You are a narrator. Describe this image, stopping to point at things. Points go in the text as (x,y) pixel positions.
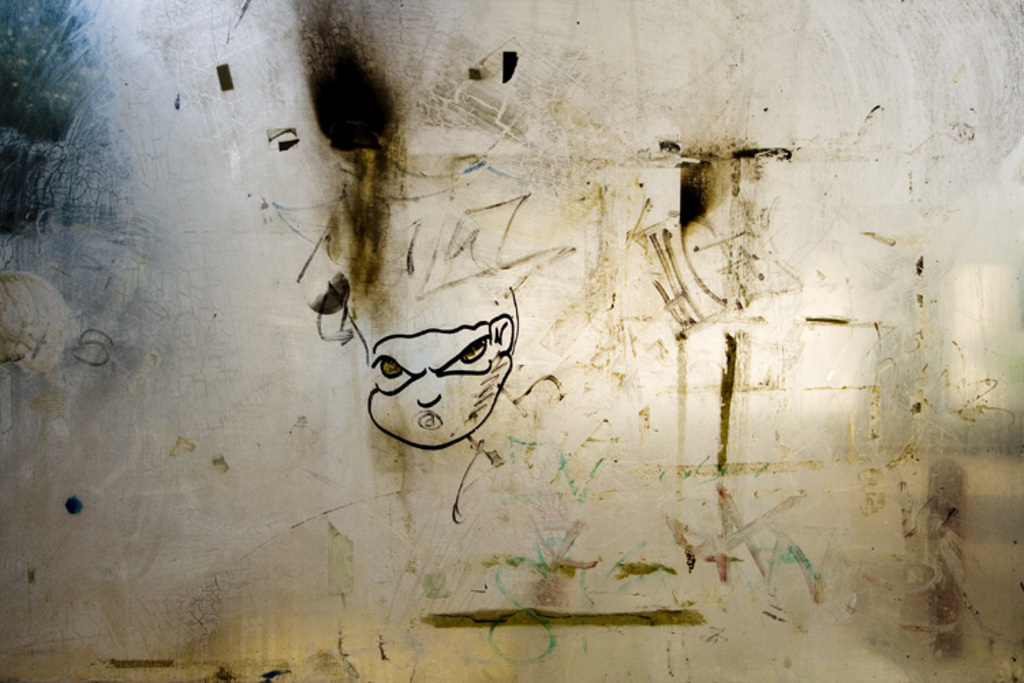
In this picture we can see an art (440,287) on the glass (175,310).
